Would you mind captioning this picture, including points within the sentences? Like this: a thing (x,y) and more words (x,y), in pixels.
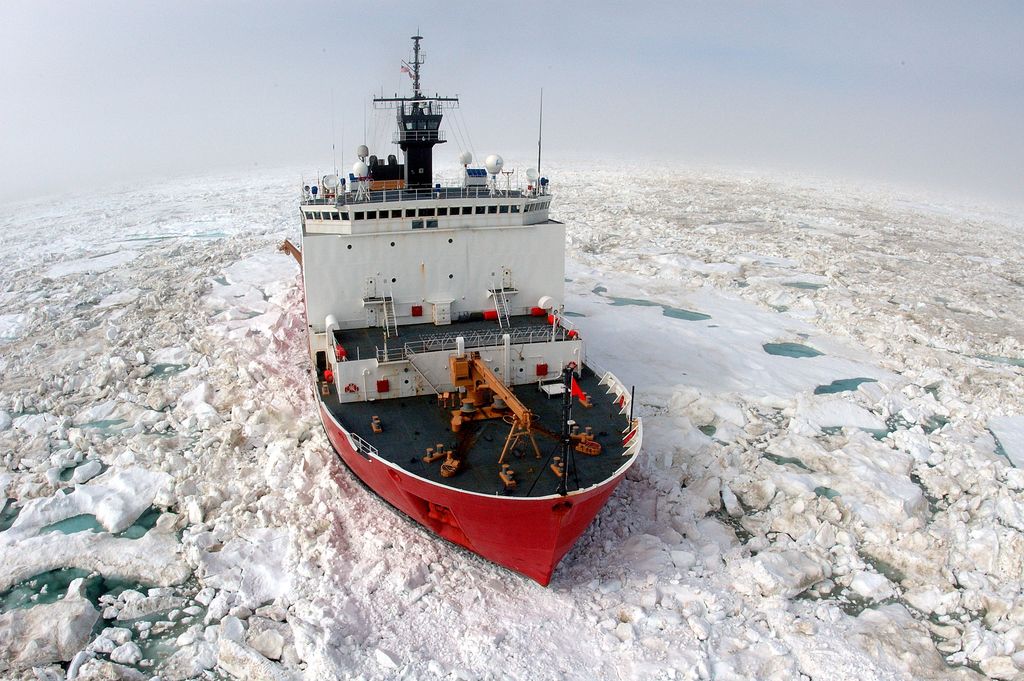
In the image there is a ship (540,454) with a flag (578,387), machine (461,422), railings (449,343), rods (569,439), ladders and some other things (424,170). And also we can see water (106,597) and ice (762,468). And there is a white background (881,123).
